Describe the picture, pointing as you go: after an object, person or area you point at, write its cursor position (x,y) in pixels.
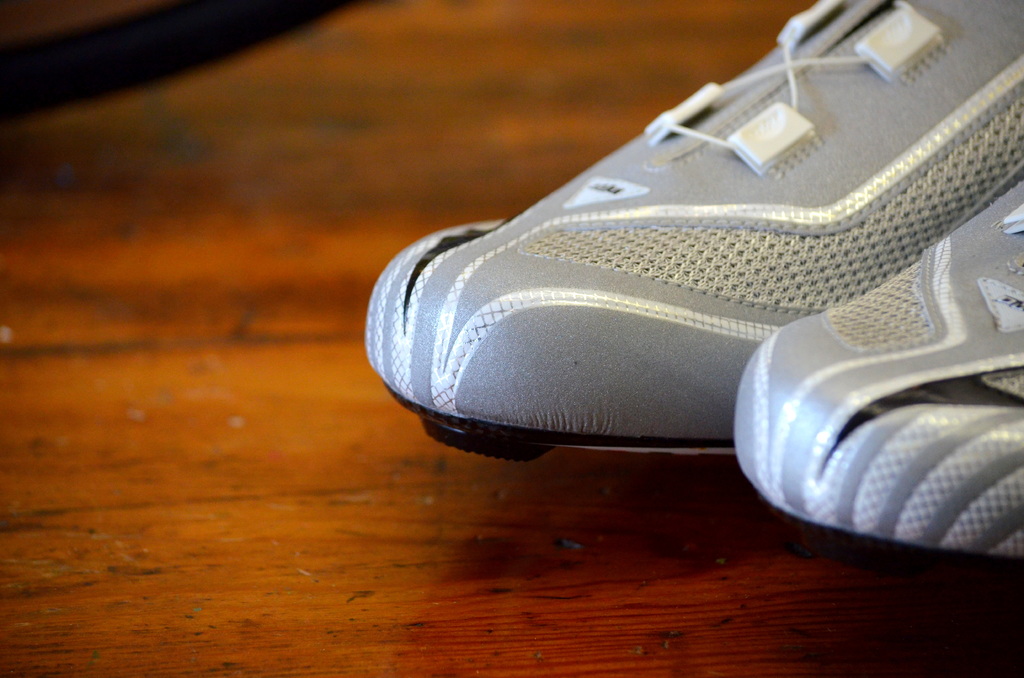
In this image we can see sneakers (689,415) placed on the surface (530,569).
